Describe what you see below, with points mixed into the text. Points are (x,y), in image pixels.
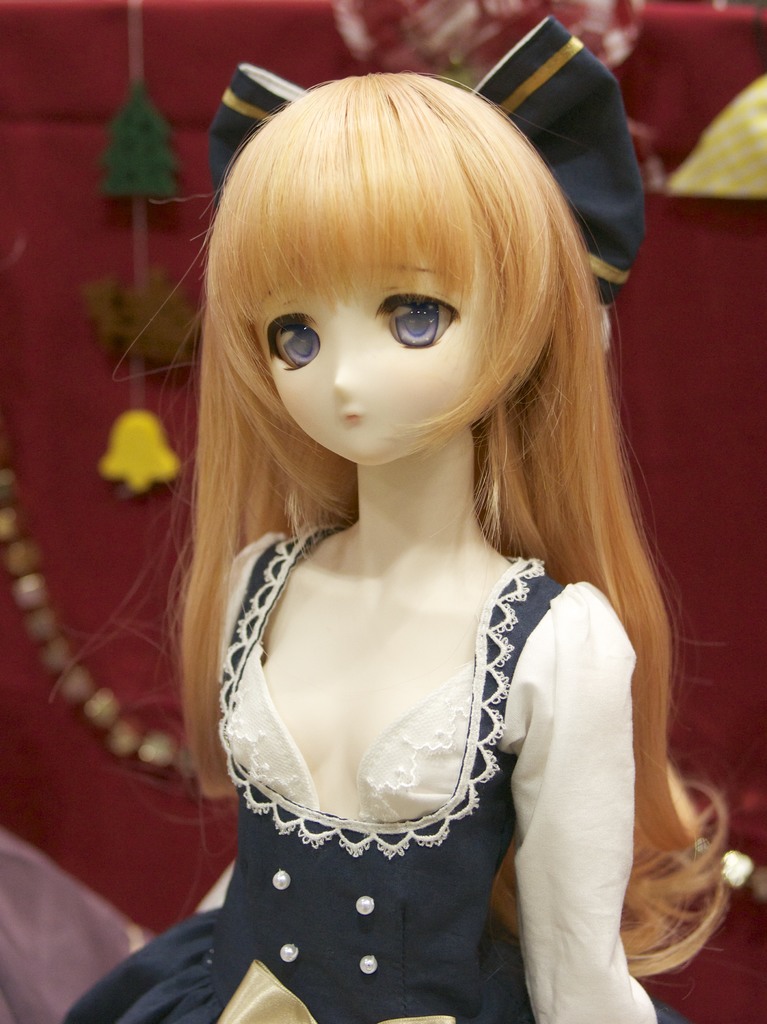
In this image, we can see a doll (284,179) and we can see clothes (460,1022) on the doll (454,193).
